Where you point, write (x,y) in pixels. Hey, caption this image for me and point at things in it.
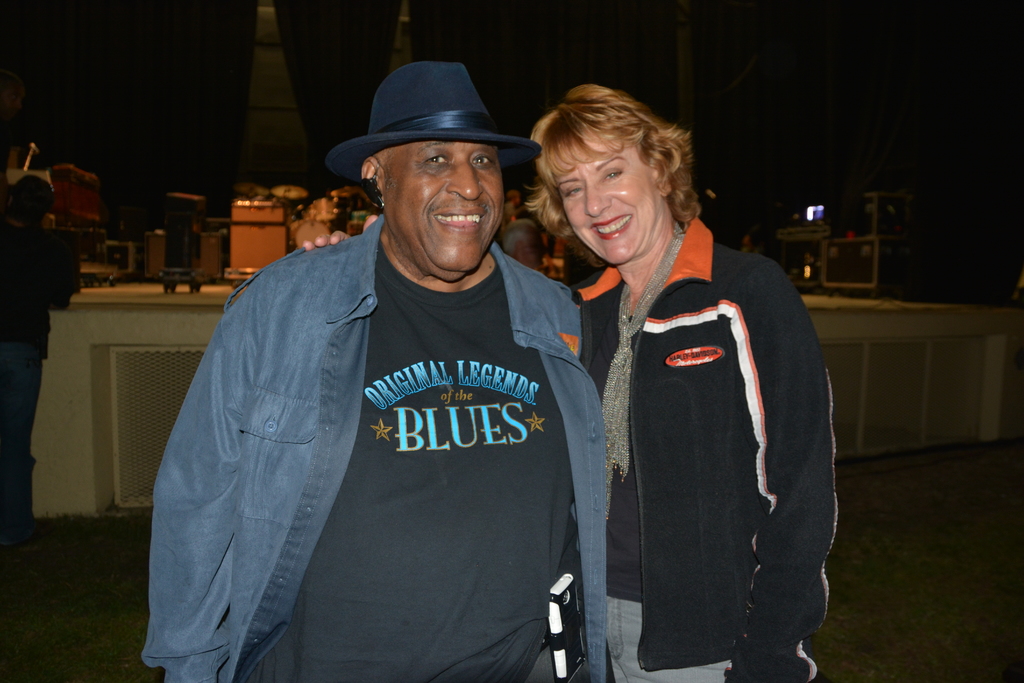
There is a person (455,181) in gray color jacket (264,467) standing and smiling near a woman (695,227) who is smiling and keeping hand (373,217) on the shoulder (313,260) of that person (369,350) and standing. In the background (31,234), there is a person (34,253) standing near a stage (150,314) on which, there are some objects (183,272). In the background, there is a building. And the background (904,41) is dark in color.
